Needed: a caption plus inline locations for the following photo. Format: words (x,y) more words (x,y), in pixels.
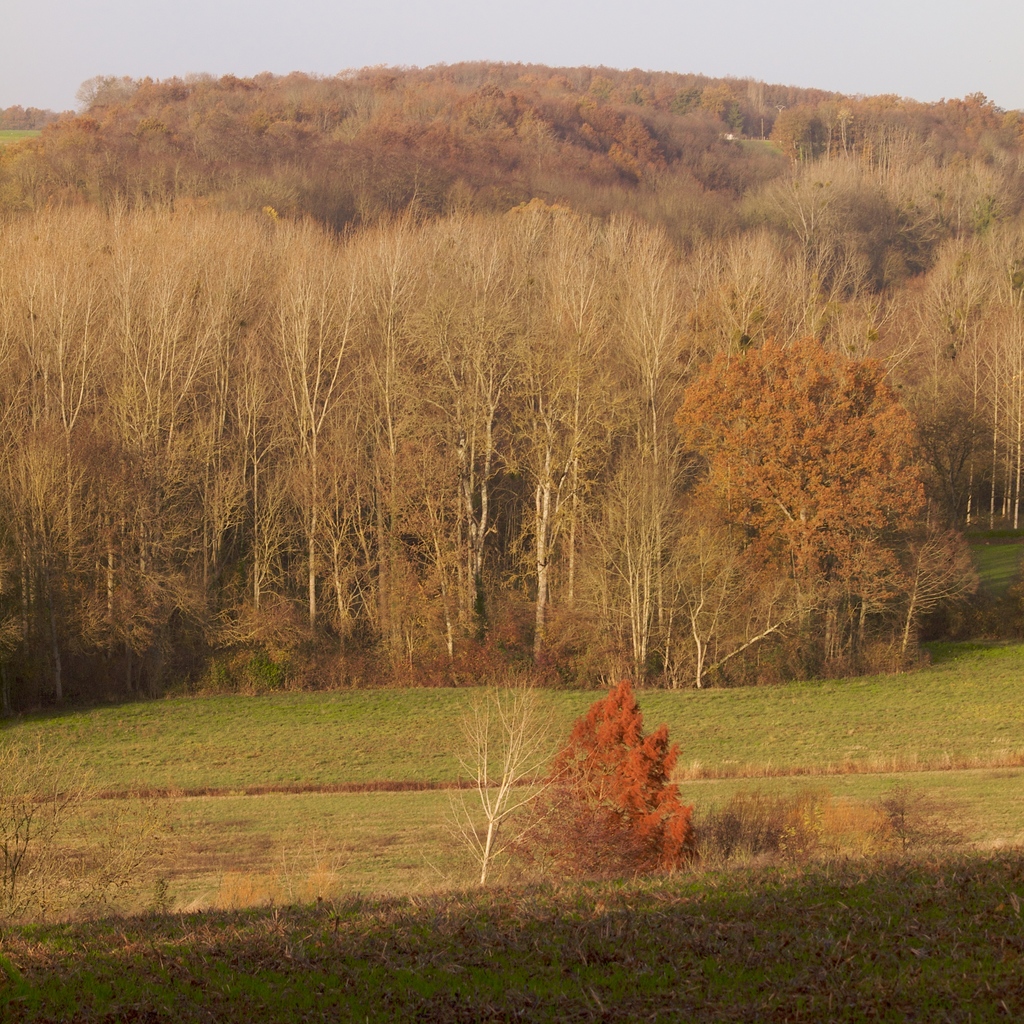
In this image there is grass (106,761), plants (32,878), trees (426,76), sky (946,55).
